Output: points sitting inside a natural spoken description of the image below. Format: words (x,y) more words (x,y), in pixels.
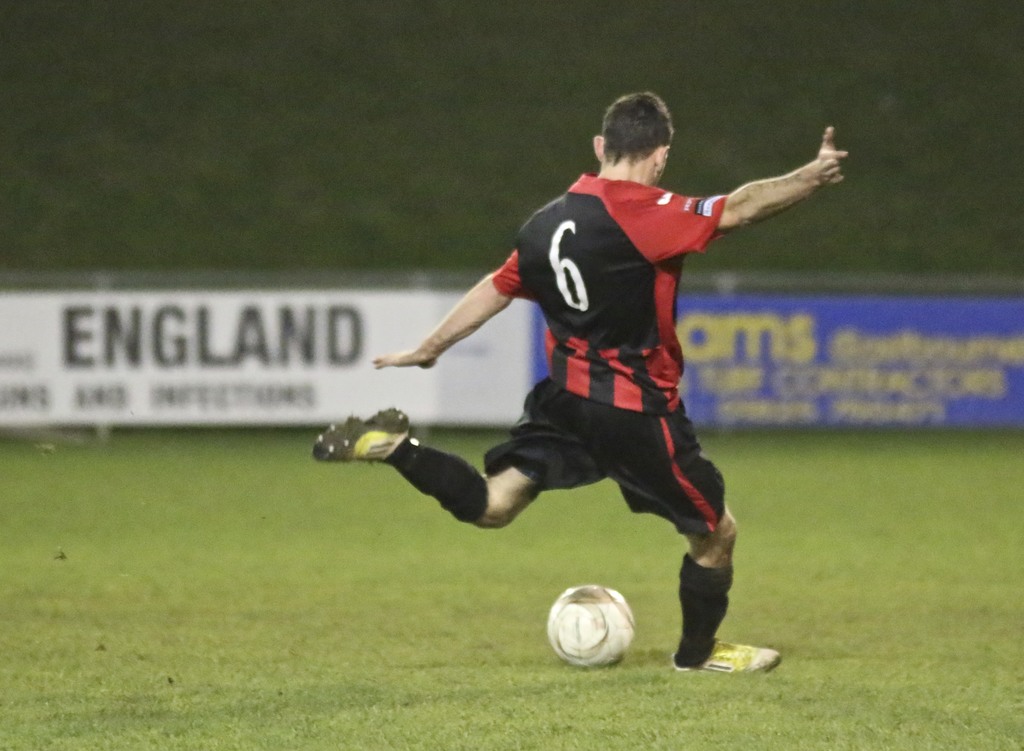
In this image I can see the person (630,406) wearing the black and red color dress (577,367) and I can see the person (473,483) is on the ground (427,665). There is also a ball (568,636) on the ground (514,706). In the background (447,383) I can see many boards (489,382).
